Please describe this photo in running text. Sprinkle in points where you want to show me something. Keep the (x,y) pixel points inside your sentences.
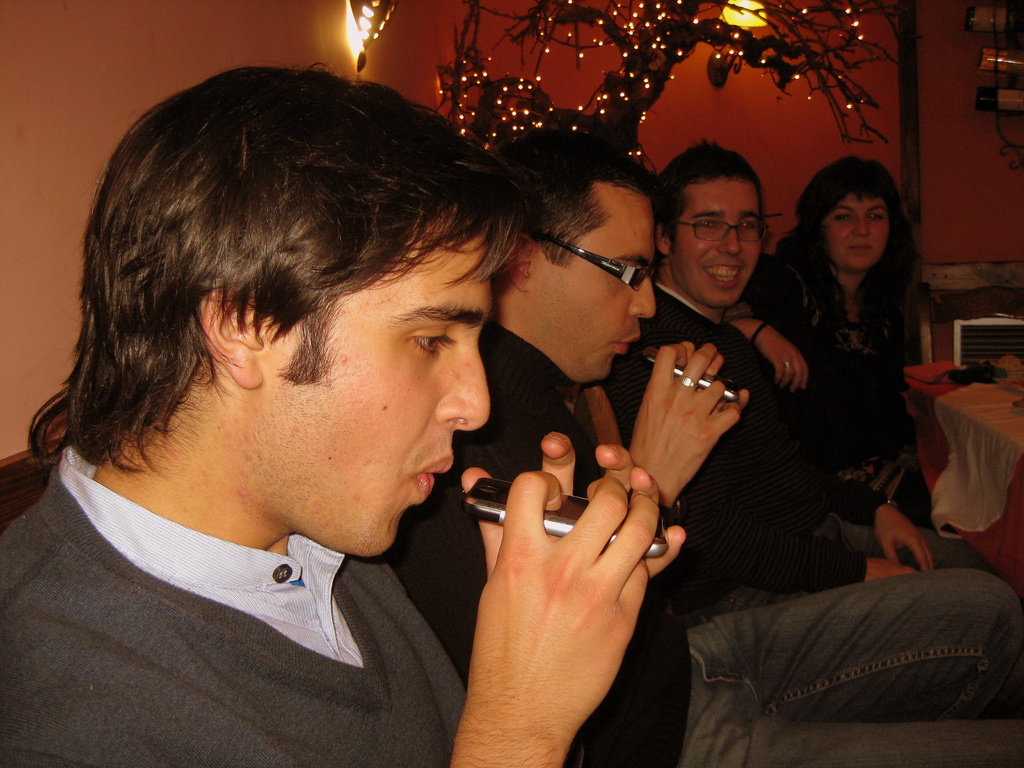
In this picture a group of people (484,398) sitting one of them is smiling and in the backdrop (672,43) there is a plant (579,62) and some lights (380,26).
